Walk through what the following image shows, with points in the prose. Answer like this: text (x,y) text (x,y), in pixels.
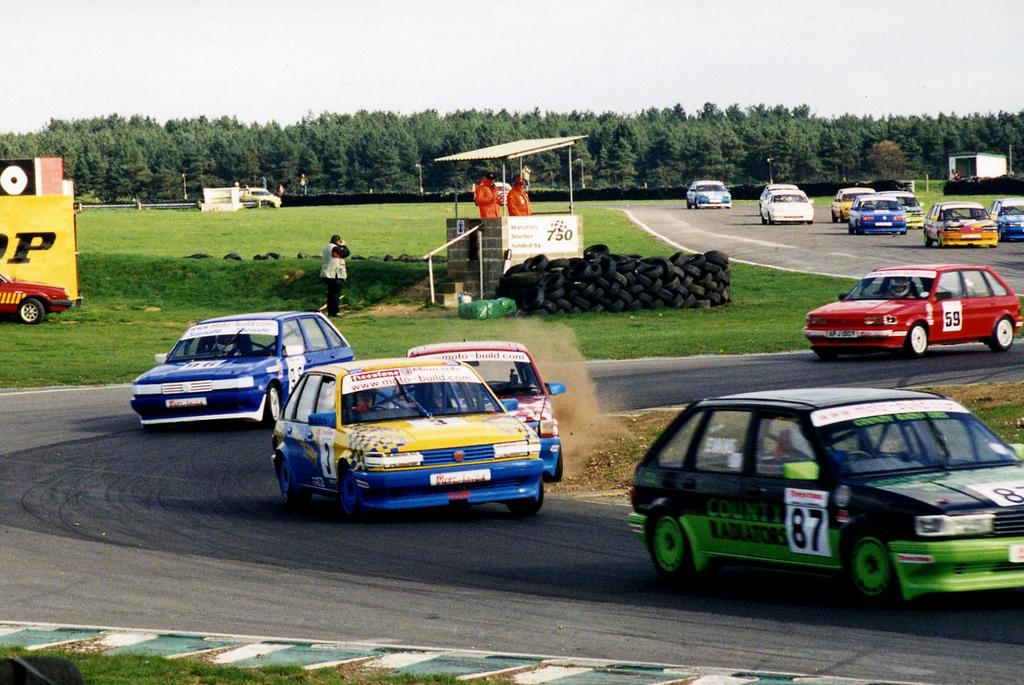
In this image it seems like it is a car race where there are so many cars (480,374) on the road (219,433) one after the other. In the middle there are two persons (517,199) standing under the tent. Beside them there are so many tyres (584,262). In the background (606,115) there are trees (789,122). At the top (550,27) there is the sky (237,22). On the left side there is a vehicle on the ground (86,332).
